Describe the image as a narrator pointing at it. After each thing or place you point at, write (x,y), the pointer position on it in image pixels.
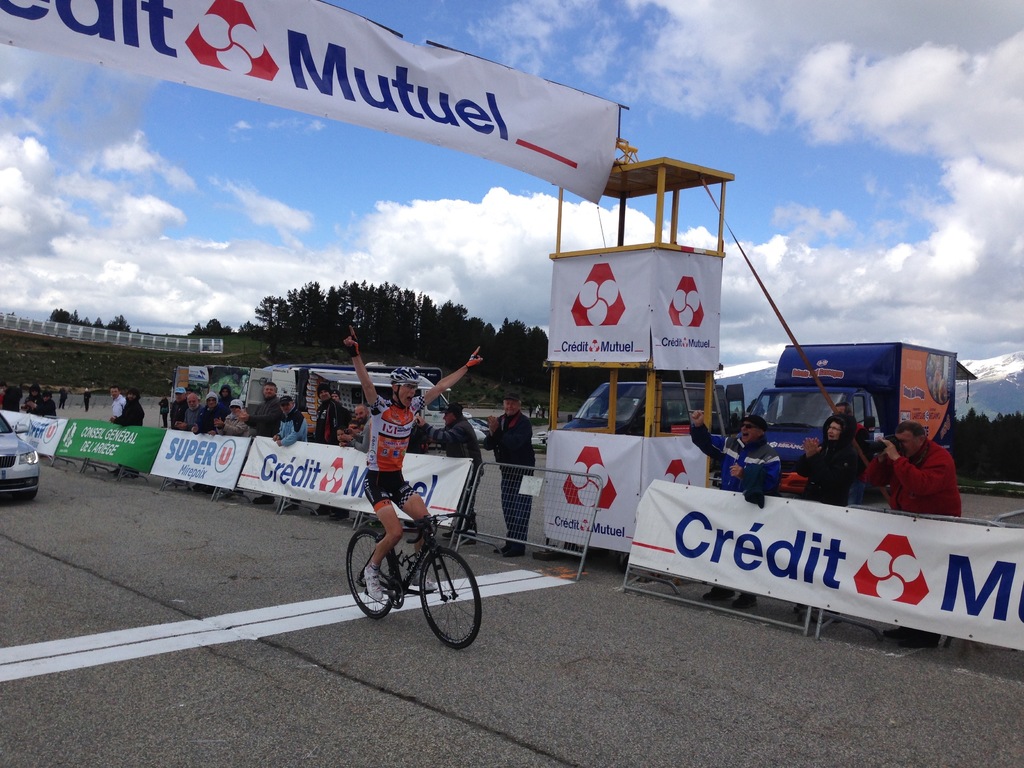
In this image at the bottom (504,765) there is a road (598,616), on which there is a car (33,458), bi-cycle (348,549), on which there is a person (380,545), in the middle (404,477) there are some vehicles (824,383), hoarding boards (646,482), on which there is a text (435,481), people (343,423), stand (622,195), at the top (670,92) there is the sky (453,213), there are some trees (1017,418) visible behind the vehicles (946,385).
